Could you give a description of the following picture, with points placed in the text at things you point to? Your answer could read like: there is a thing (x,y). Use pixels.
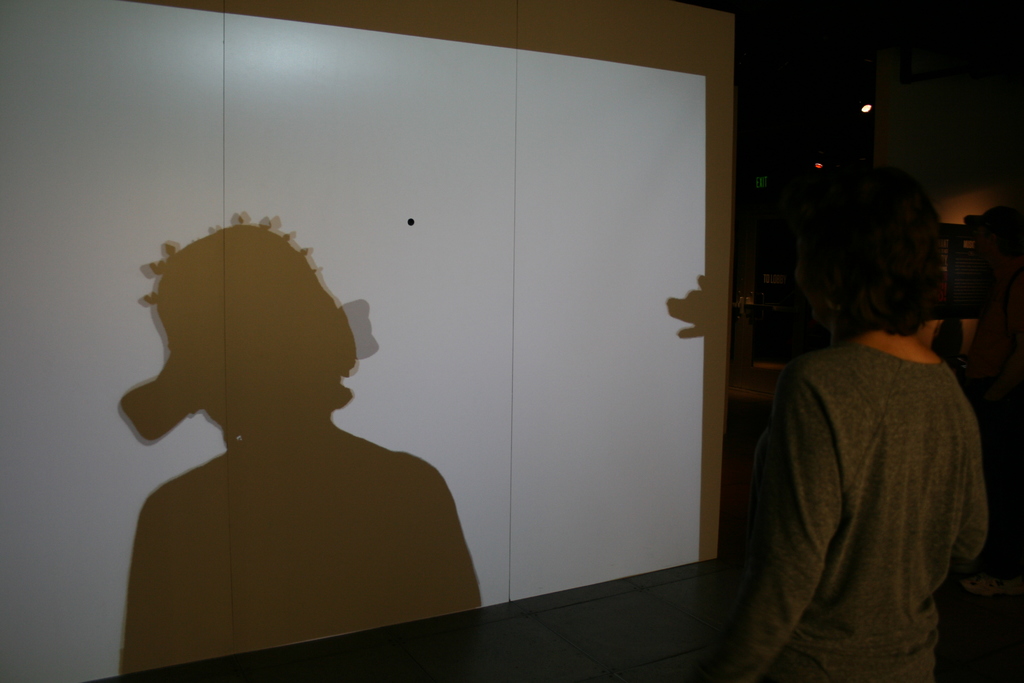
In this picture we can see a woman (937,641) on the right side (822,495). There is a screen (283,614) and a shadow (263,459) on the screen (561,440). There is a light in the background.
